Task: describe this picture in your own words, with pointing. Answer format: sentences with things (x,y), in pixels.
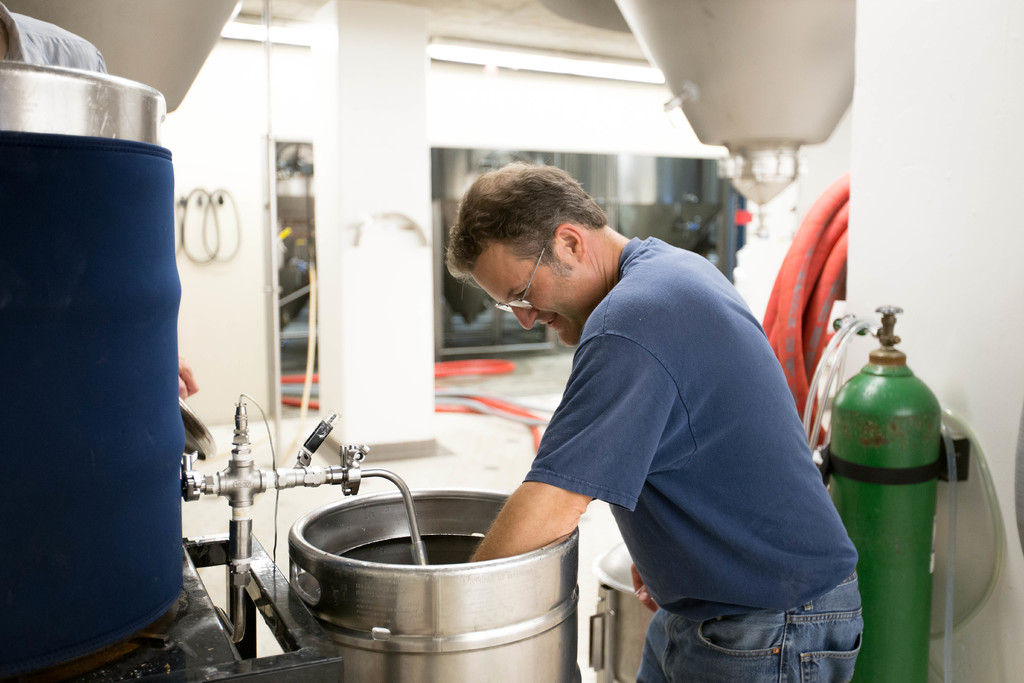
In this image in front (718,479) there is a person (571,308). In front of him there is a machine (303,539). Behind him there is a cylinder (912,638). In the background of the image (387,190) there is a glass door (477,311) and a wall (249,112). At the bottom of the image (352,468) there are pipes (502,417).
